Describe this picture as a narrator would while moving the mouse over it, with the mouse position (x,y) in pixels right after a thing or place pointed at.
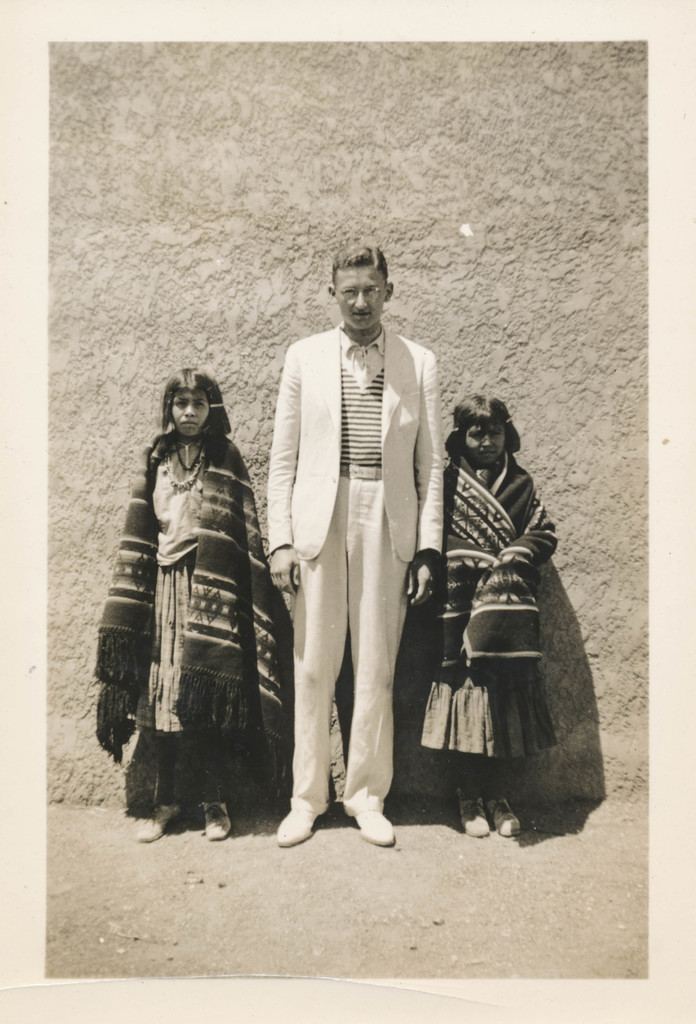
This picture shows a man (358,316) and couple of girls (533,545) standing. We see a wall (480,342) on the back (498,350). Man (399,336) wore a coat (389,359) and spectacles (373,294) on his face (363,309) and both the girls (261,577) wore shawls (198,542).
